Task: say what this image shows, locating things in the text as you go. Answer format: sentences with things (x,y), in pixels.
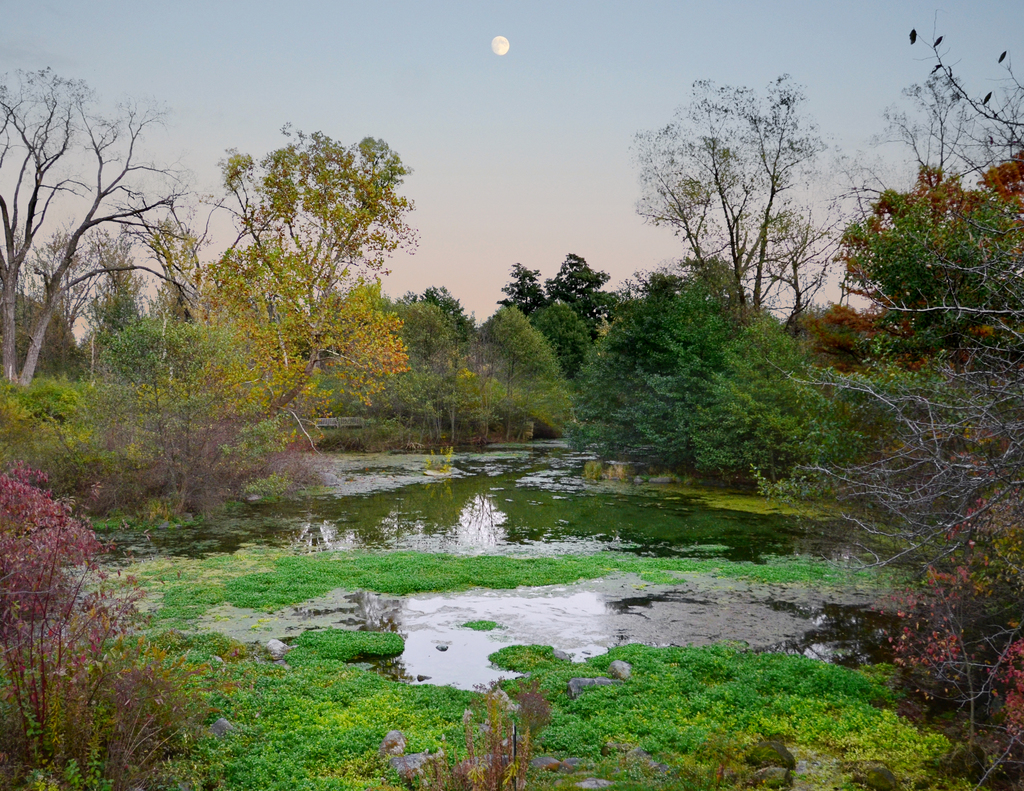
In the center of the image (581,474) there is water (523,608). There is grass (535,672) on the surface (376,541). There are trees (211,406). At the top of the image (364,96) there is a moon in the sky (582,131).
